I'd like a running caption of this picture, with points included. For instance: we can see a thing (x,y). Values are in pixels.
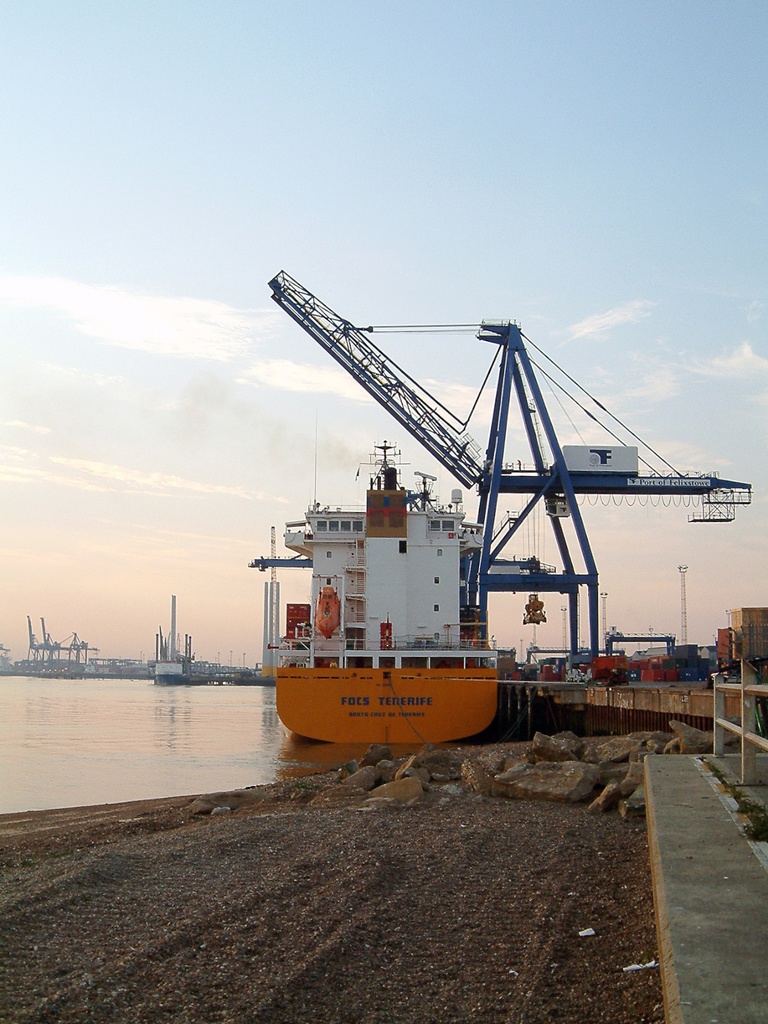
In the image there is a boat (444,581) beside a dock (560,699) and there are many machines (472,463) and cranes (511,529) next to the boat (449,612), in the front (67,819) there is a sand (428,796) and many rocks (576,735) beside the dock (566,690), in the background (289,223) there is a sky (446,213).
